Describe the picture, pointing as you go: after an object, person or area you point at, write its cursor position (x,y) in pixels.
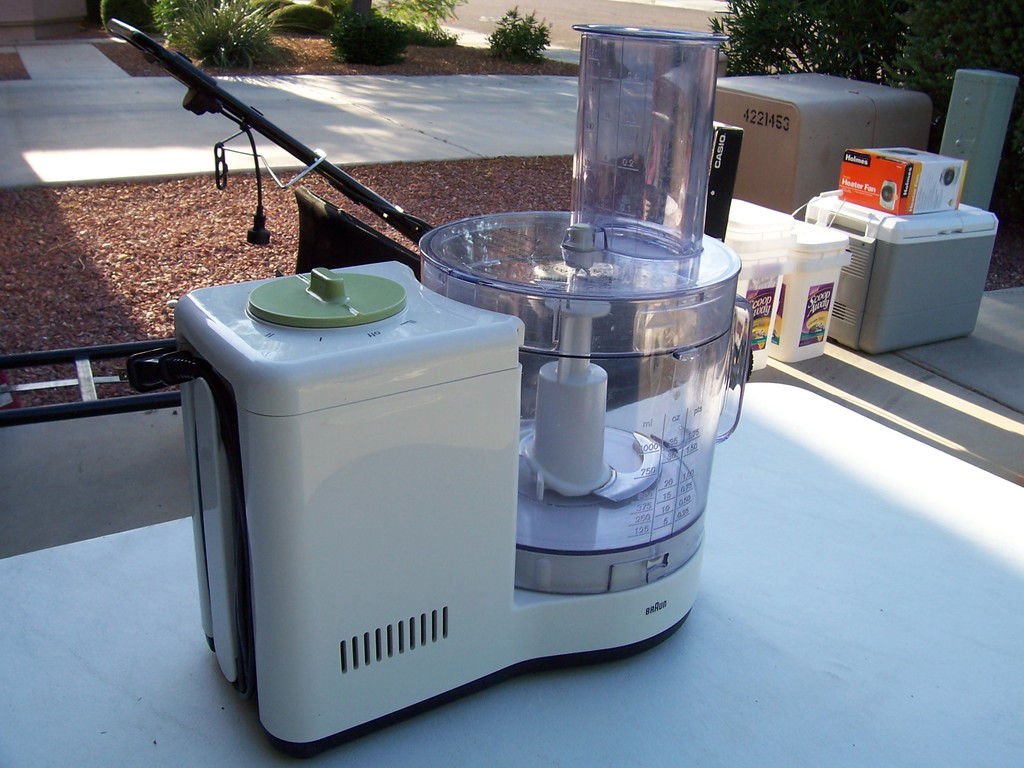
This is a mixer (534,440), these are containers (824,305) and trees (765,3).
